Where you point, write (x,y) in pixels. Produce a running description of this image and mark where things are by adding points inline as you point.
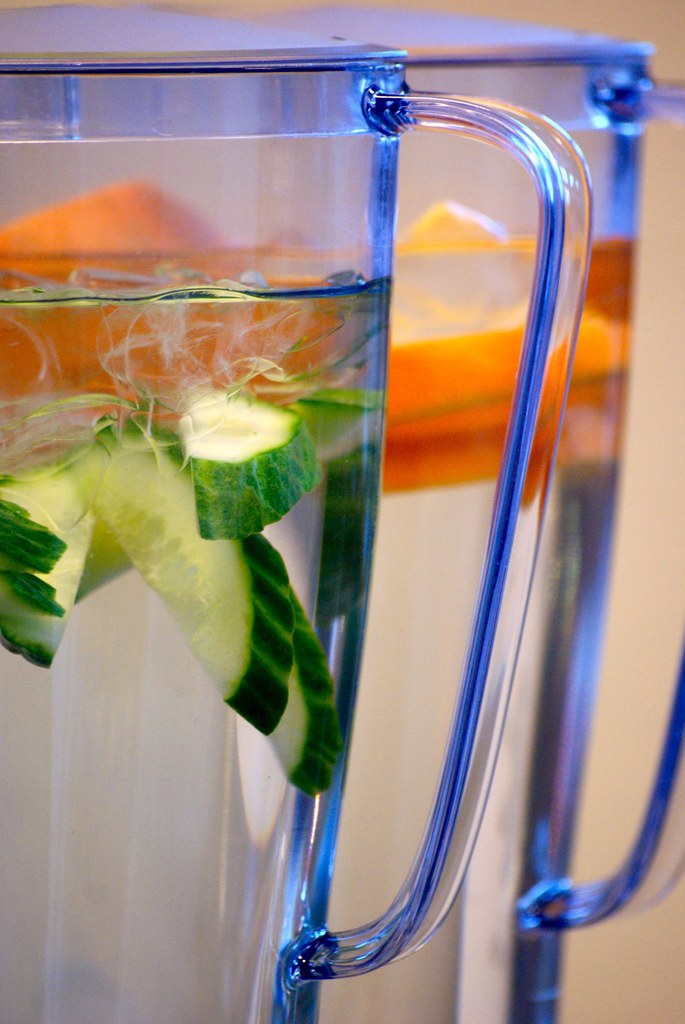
In this image we can see some glasses (484,701) containing the water (157,824) and some pieces (220,681) of cucumber (220,581) inside it.
